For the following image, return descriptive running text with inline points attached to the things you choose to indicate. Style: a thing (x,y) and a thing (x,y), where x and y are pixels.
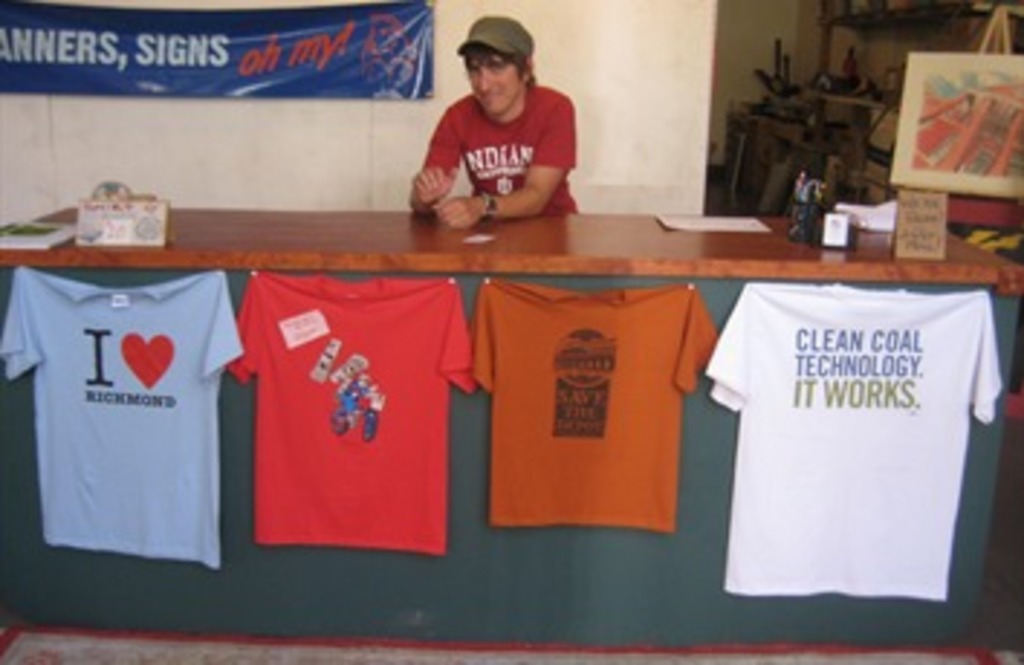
This picture shows a man (456,198) standing and we see a table (986,279) and few t shirts (185,309) hanging to the table (796,612) and we see a banner (317,88) on his back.
